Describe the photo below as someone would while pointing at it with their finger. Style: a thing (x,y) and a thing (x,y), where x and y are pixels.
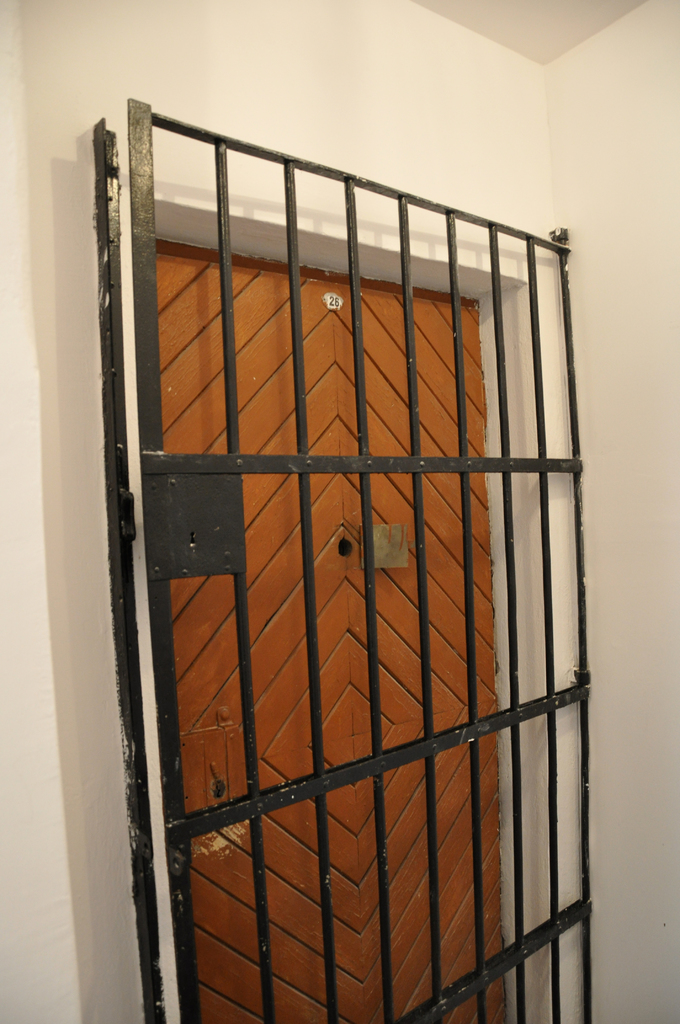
Here I can see a metal frame (171,673). Behind there is a door (367,348) to the wall (396,91).
